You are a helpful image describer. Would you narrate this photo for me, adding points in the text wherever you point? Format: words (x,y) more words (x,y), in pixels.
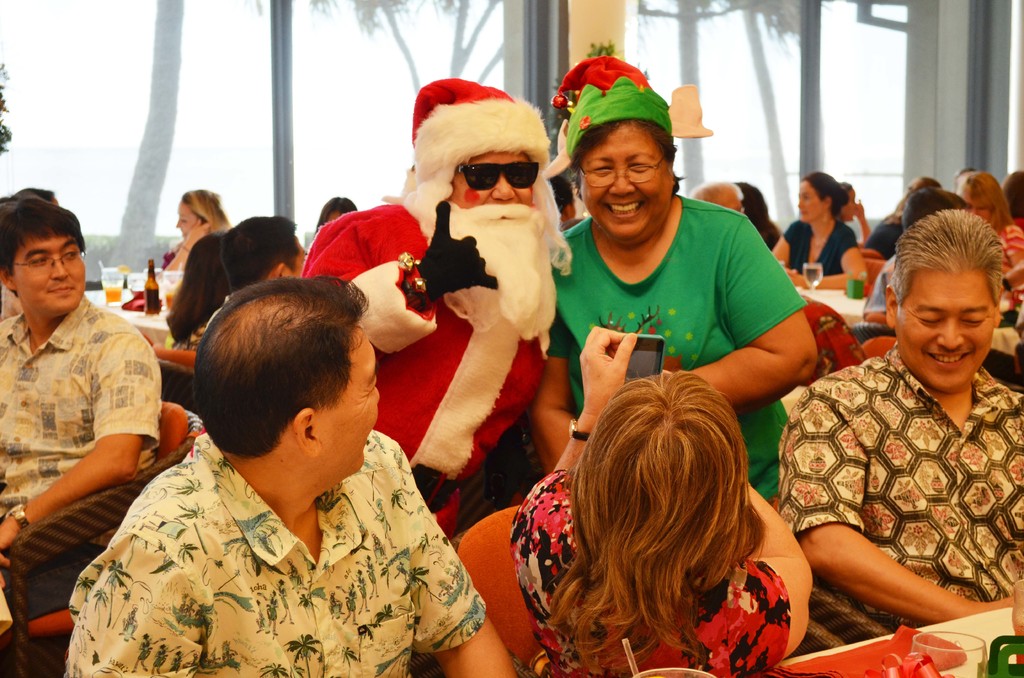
In this image, we can see people (211,362) sitting and tables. On top of the table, there are few objects (973,648). Few people (994,448) are smiling. In the middle of the image (425,369), we can see two person (551,371) standing. At the bottom of the image (747,565), we can see a woman (656,559) holding a mobile (638,376). In the background (141,175), we can see glass windows (235,179). Through the glasses (893,101), we can see trees (142,211).
